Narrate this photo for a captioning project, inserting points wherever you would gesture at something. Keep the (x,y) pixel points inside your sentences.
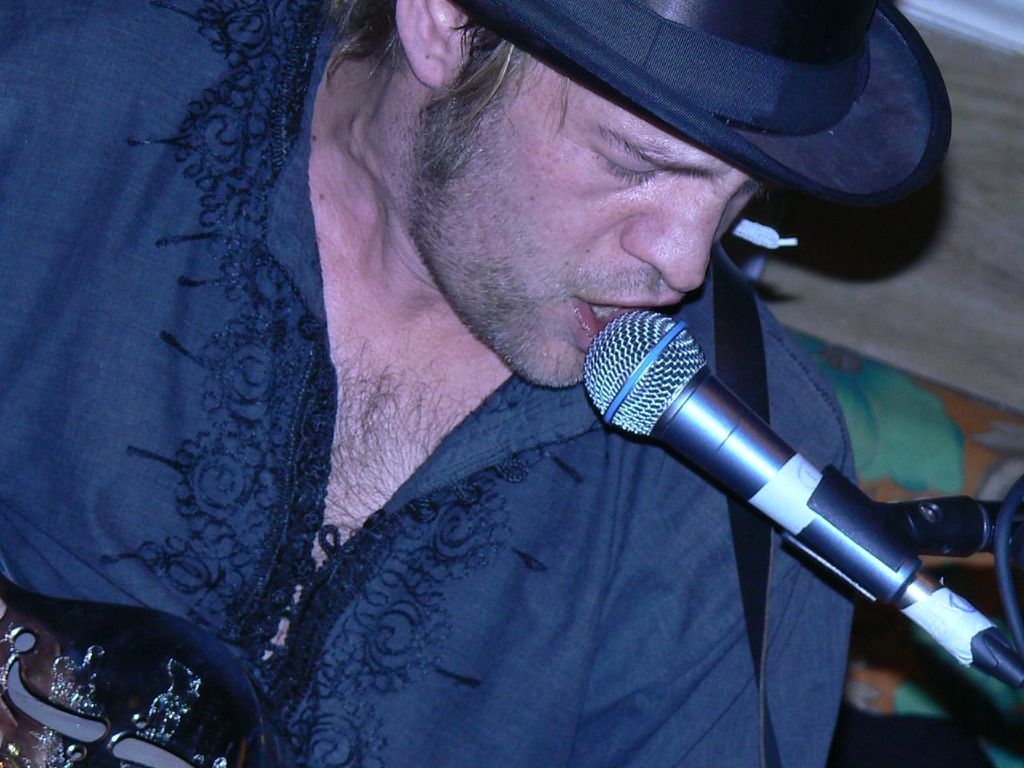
Here in this picture we can see a person (419,247) singing a song in the microphone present in front of him and we can see he is wearing a hat (830,41).
